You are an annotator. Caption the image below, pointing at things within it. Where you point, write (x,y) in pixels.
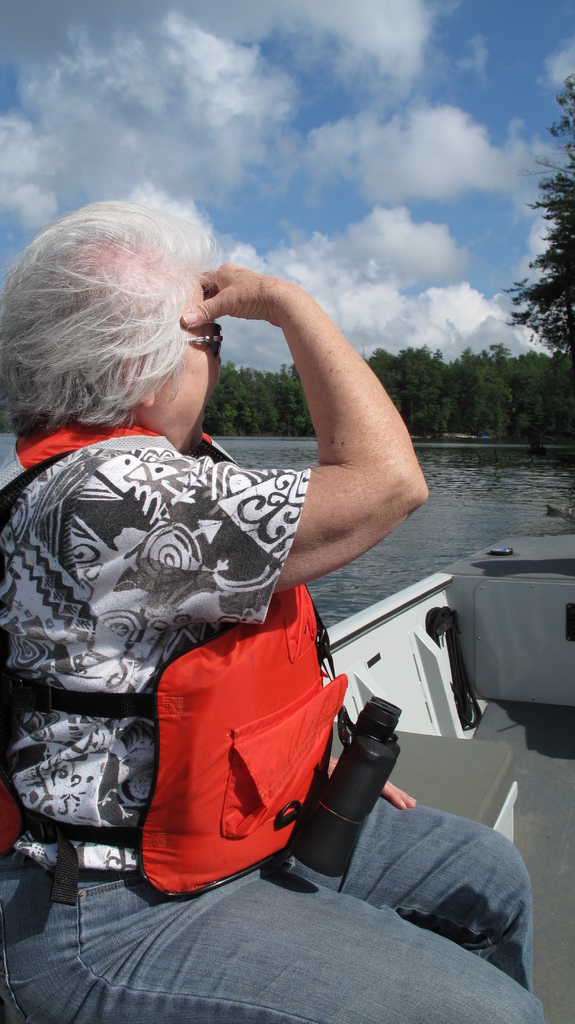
In this image, we can see a person (123,461) wearing a jacket (231,756) and glasses (216,340) and wearing a binoculars (327,832) and sitting on the boat (491,699) and in the background (436,371), there are trees (486,426) and there is water (434,520). At the top (380,129), there are clouds (376,197) in the sky (376,197).
